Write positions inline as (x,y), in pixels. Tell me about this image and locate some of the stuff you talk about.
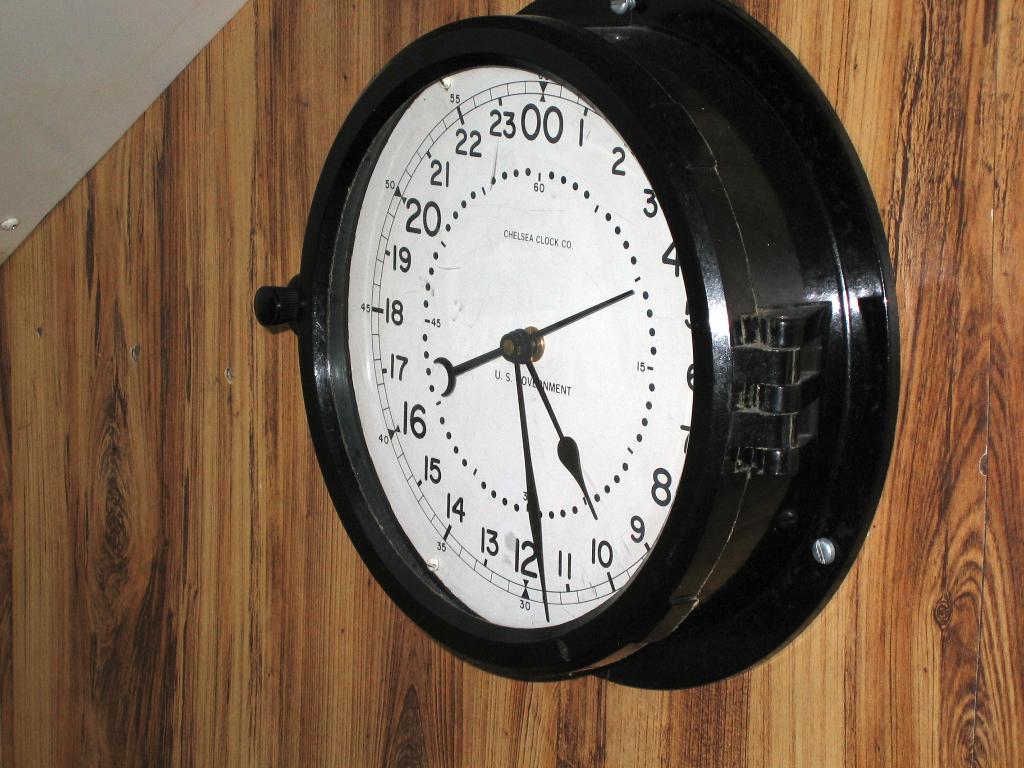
In this image there is a wooden wall (967,144) truncated, there is a wall clock (534,363) on the wooden wall (844,80), there is the roof (82,67) truncated towards the top of the image (58,85), there is an object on the roof (48,150).
